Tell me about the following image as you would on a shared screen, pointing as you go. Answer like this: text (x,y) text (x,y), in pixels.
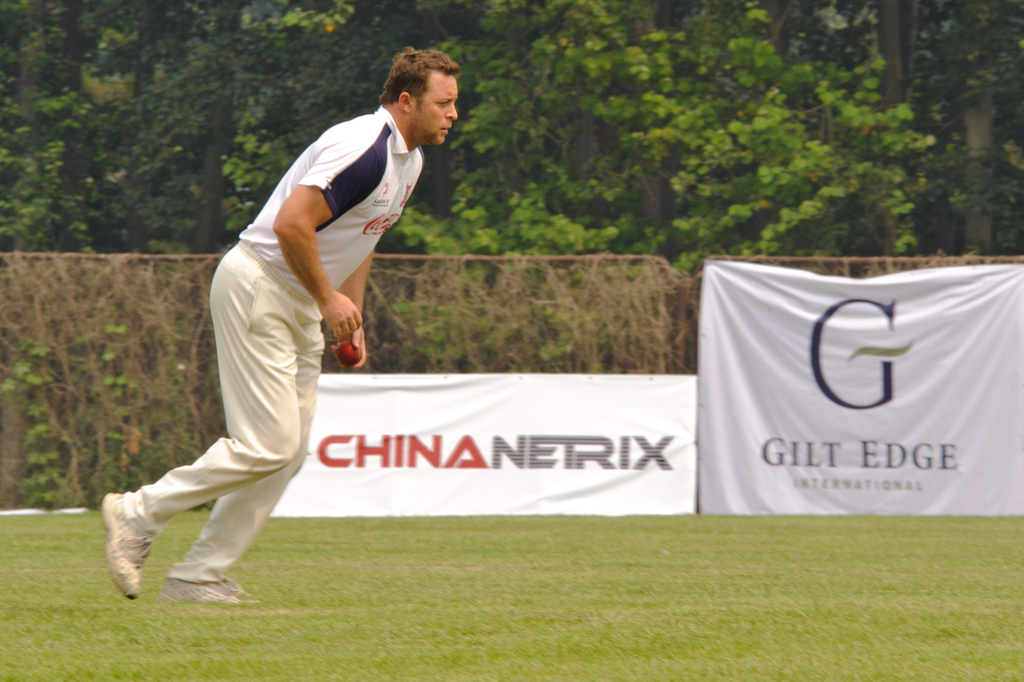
In this image I can see a person (232,290) wearing white color dress (235,348) holding a ball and the ball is in red color. Background (903,367) I can see two banners (848,367) in white color attached to the pole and trees (557,106) in green color.
